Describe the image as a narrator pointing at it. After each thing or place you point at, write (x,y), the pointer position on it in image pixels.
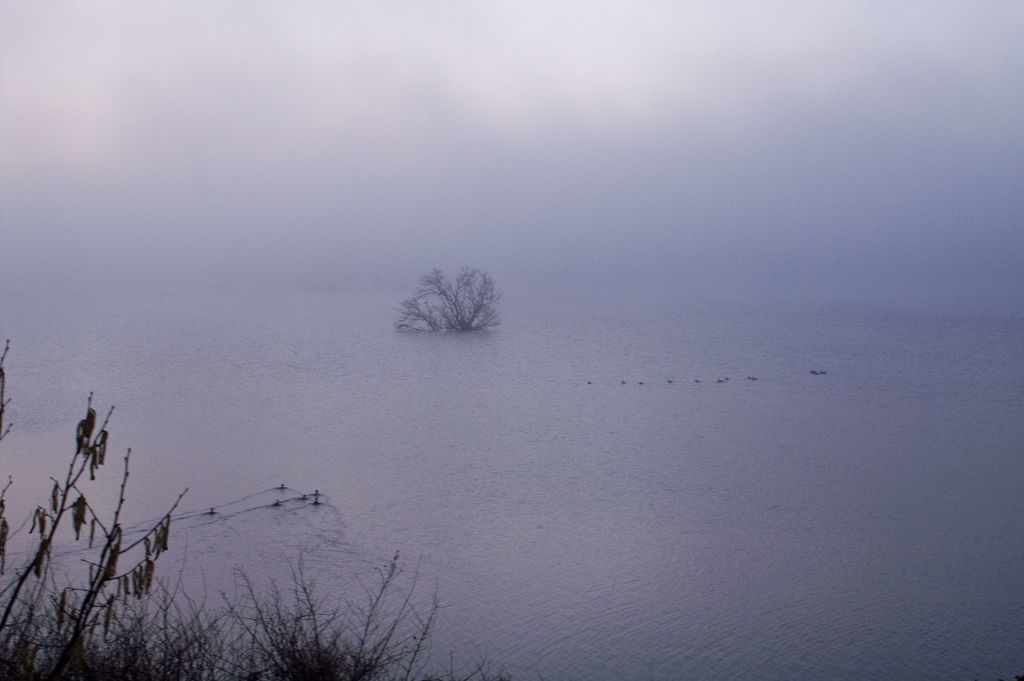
In the image we can see water (656,526), leaves (83,509), trees (426,293) and the smoky sky (417,52).
